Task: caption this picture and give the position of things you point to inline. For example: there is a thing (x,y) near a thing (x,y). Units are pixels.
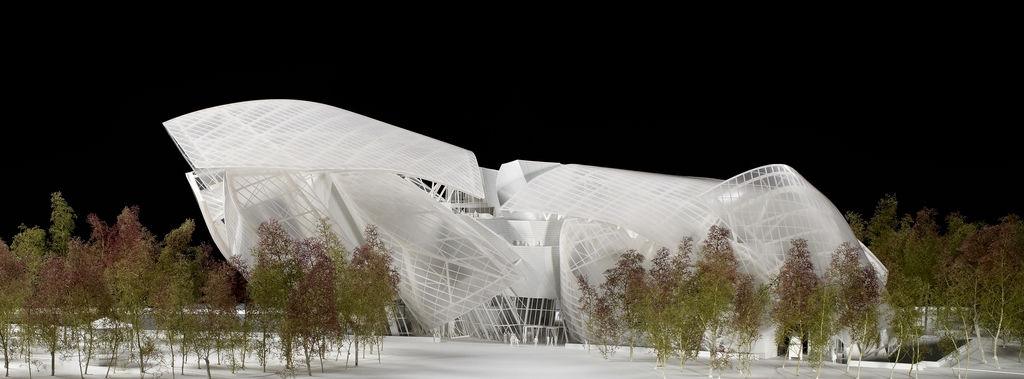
In this image there is a museum (487,261) in the middle (437,212). There are trees (305,308) on either side of it.
